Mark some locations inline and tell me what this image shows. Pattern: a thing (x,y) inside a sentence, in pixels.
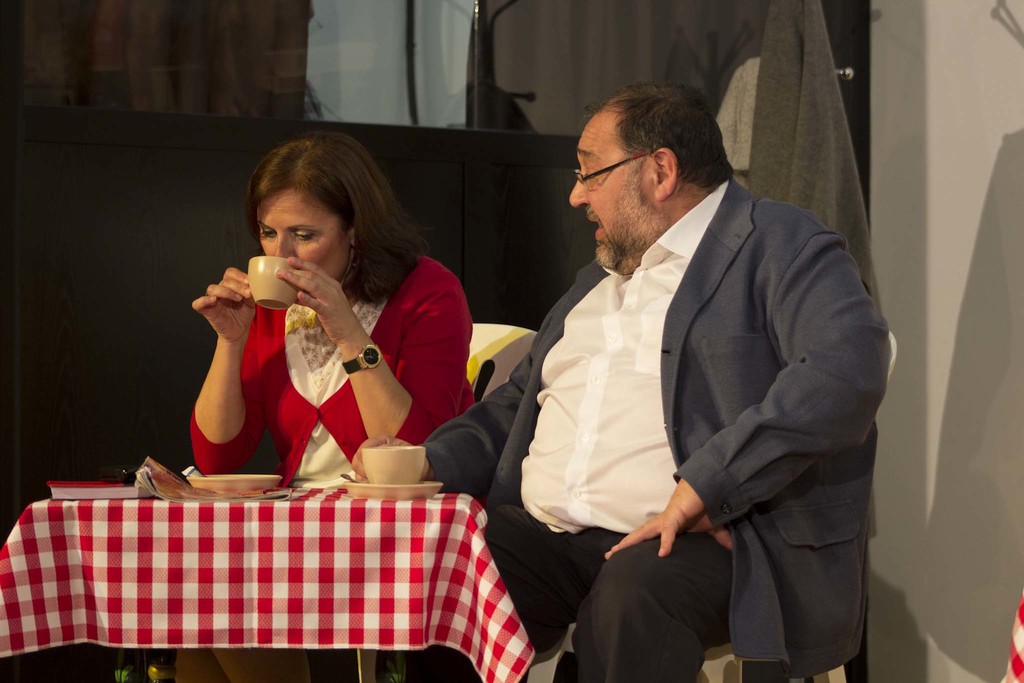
In this picture there is a man (624,223) and a woman (269,163) those who are sitting on the chairs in the center of the image (557,376) in front of a table (191,536), table (100,500) contains saucers (358,482), cup (376,449), and a book (136,487), it seems to be there is a window (363,54) in the background area of the image (427,72).
